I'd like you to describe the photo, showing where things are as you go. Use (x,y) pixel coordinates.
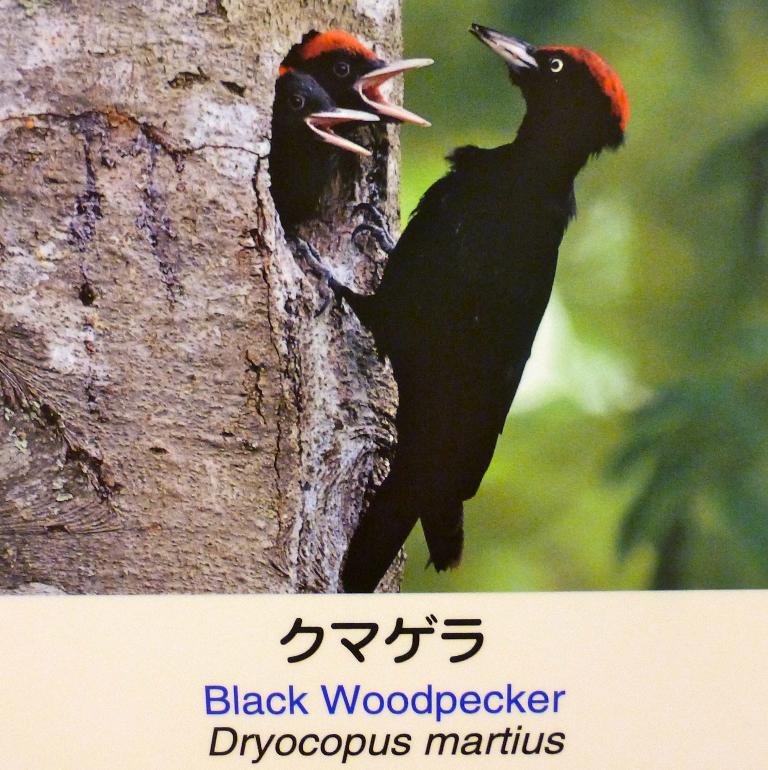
In this image we can see three woodpeckers (343,139) on the tree (262,362), and the background (605,451) is blurred, also we can see some text (512,690) on the image.
